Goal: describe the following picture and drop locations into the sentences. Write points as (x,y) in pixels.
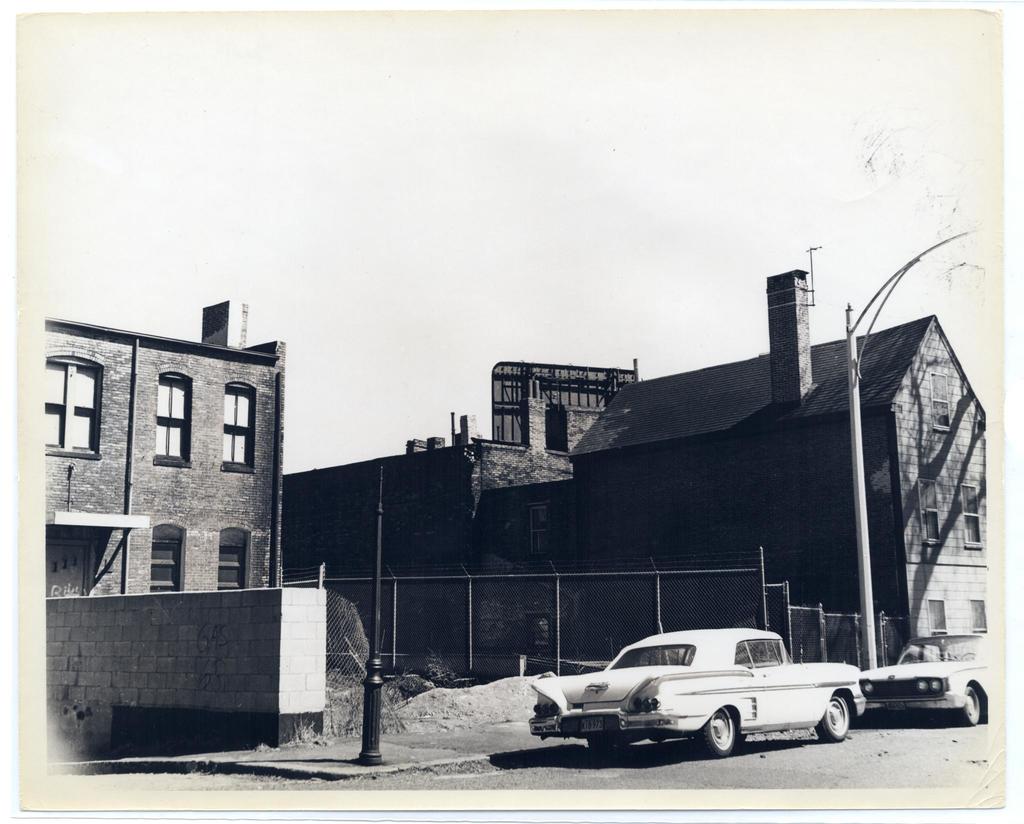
In this image we can see a black and white photo and in the photo we can see the buildings (428,469), light pole (853,388), a black color pole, wall (161,596), fence (391,603) and also the two cars (810,687) on the road (663,755).
